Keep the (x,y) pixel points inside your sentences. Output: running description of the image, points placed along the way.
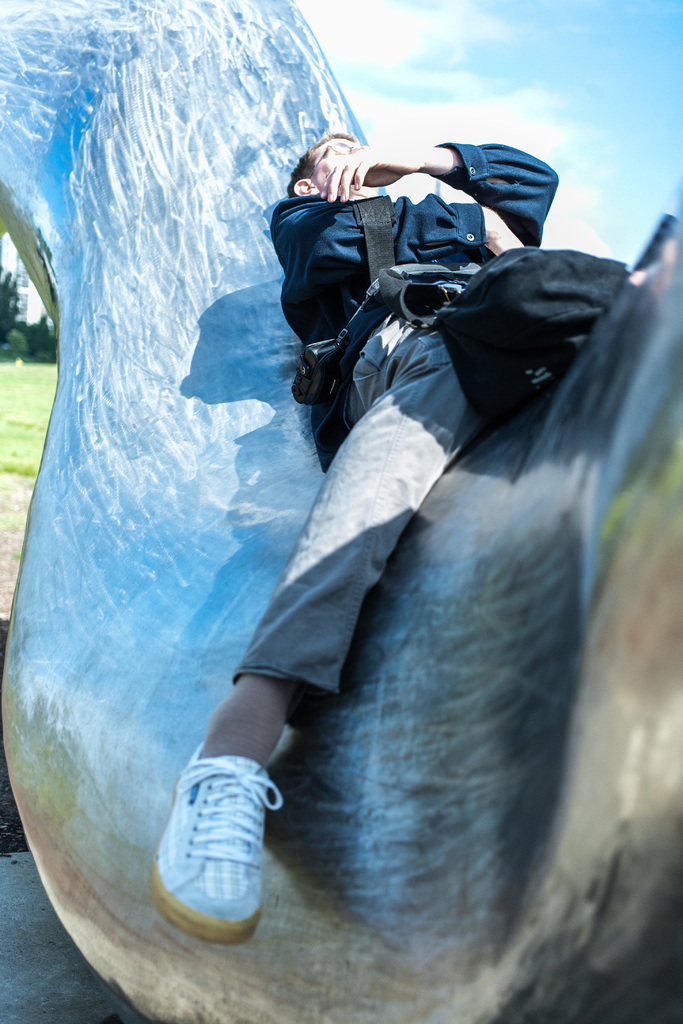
This picture shows a man (502,176) laying on a curve (675,285). He wore a blue color shirt (425,253) and he is holding a bag (387,247) and we see a blue cloudy sky (468,125) and a tree (40,320) and grass (40,373) on the ground (40,373). He wore spectacles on his face (347,147).
